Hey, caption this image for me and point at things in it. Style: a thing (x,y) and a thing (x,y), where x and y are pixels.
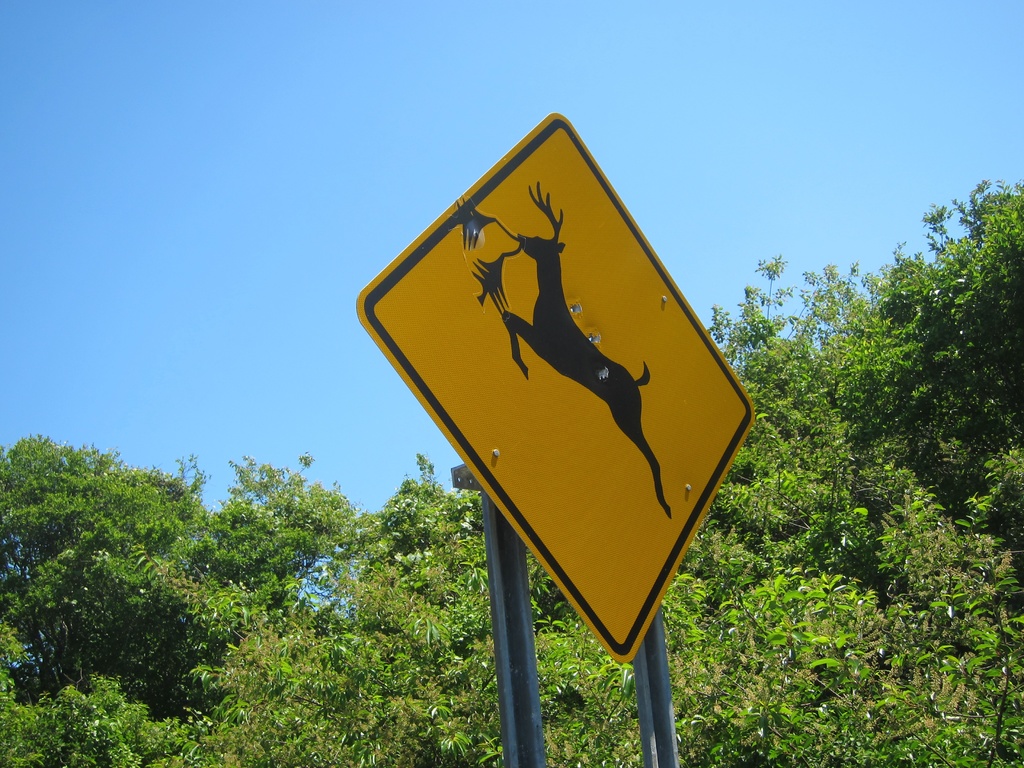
In this image we can see sky (167,264), trees (489,595) and a board (553,383).
